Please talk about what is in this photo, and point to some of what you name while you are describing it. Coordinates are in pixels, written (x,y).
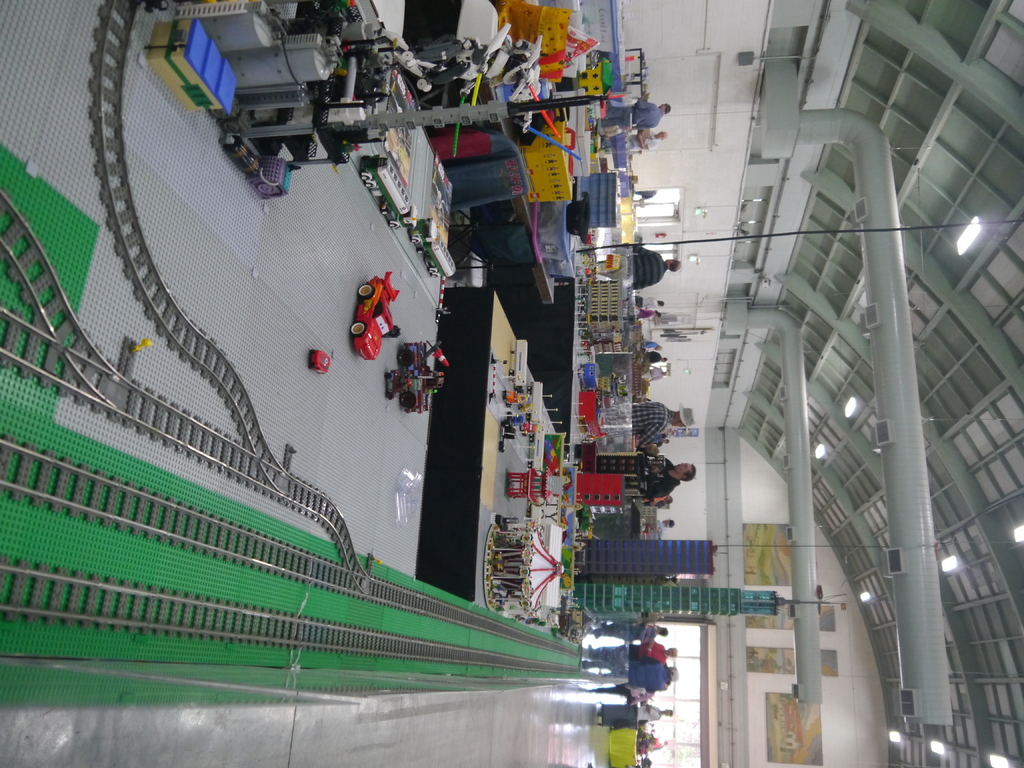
In this image I can see there are toy train tracks (301,579) at the bottom (162,610), in the middle (431,265) there are toys (586,367). Few people (639,655) are standing, it looks like a store (1021,188), on the right side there are lights (867,592).
